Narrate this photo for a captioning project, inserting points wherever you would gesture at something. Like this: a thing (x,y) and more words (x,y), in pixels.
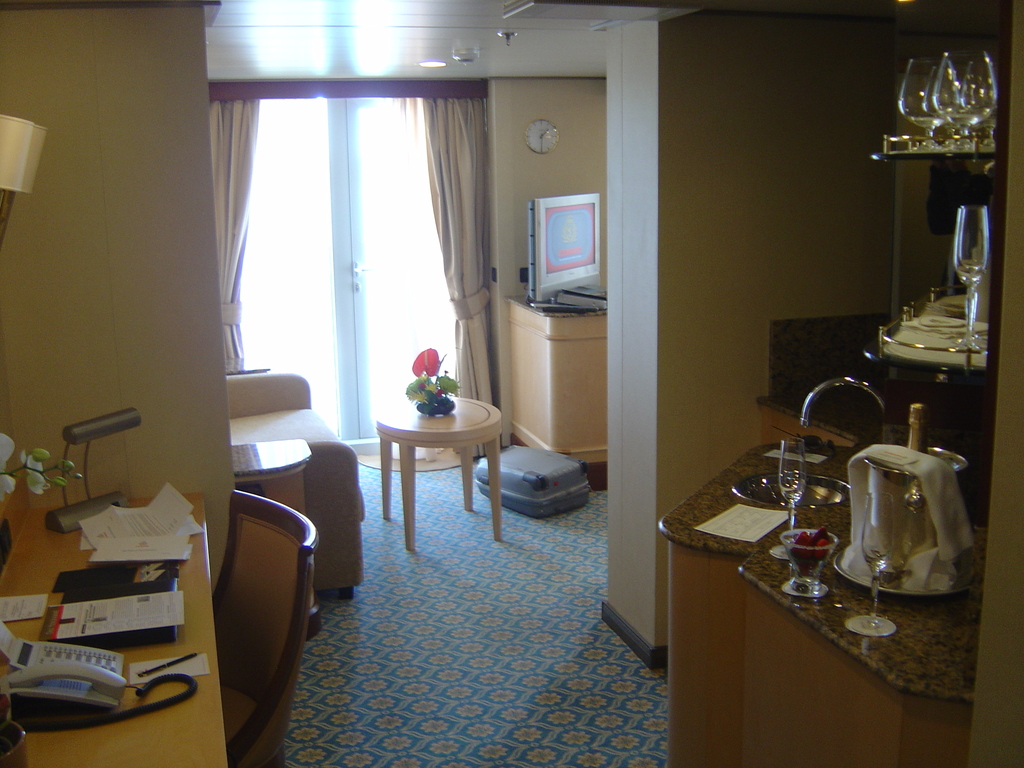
In this picture we can see some glasses (976,114) here, on the left side (262,681) there is a table (216,698) and a chair (269,666), we can see a telephone (98,677) and some papers (166,533) on the table (156,534), in the background (578,243) there is a television (560,260), we can see curtains (449,186) here, we can see a plant (445,392) here, there is a couch (330,457) here.
